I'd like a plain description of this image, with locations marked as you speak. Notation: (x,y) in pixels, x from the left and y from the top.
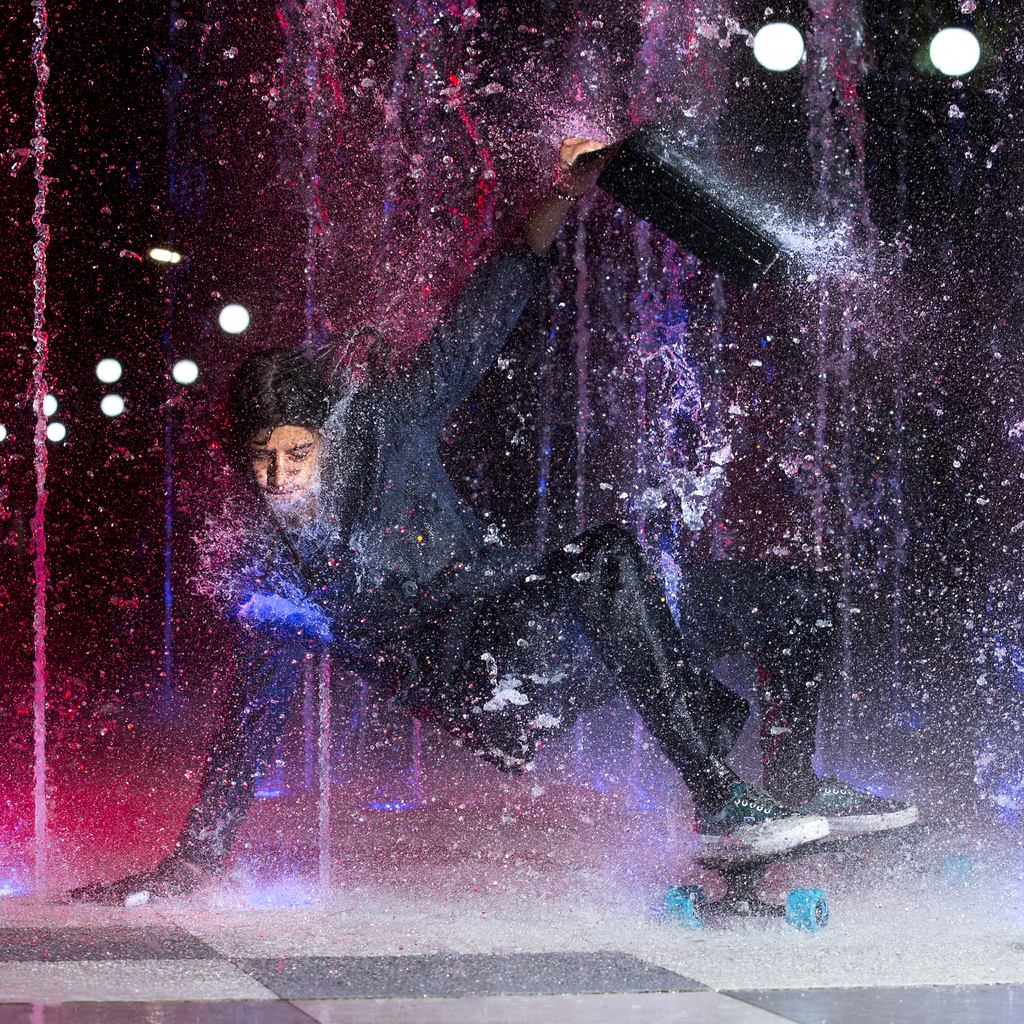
In this image person (337,608) is riding the skateboard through the fountain water (513,855). At the back side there are lights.
